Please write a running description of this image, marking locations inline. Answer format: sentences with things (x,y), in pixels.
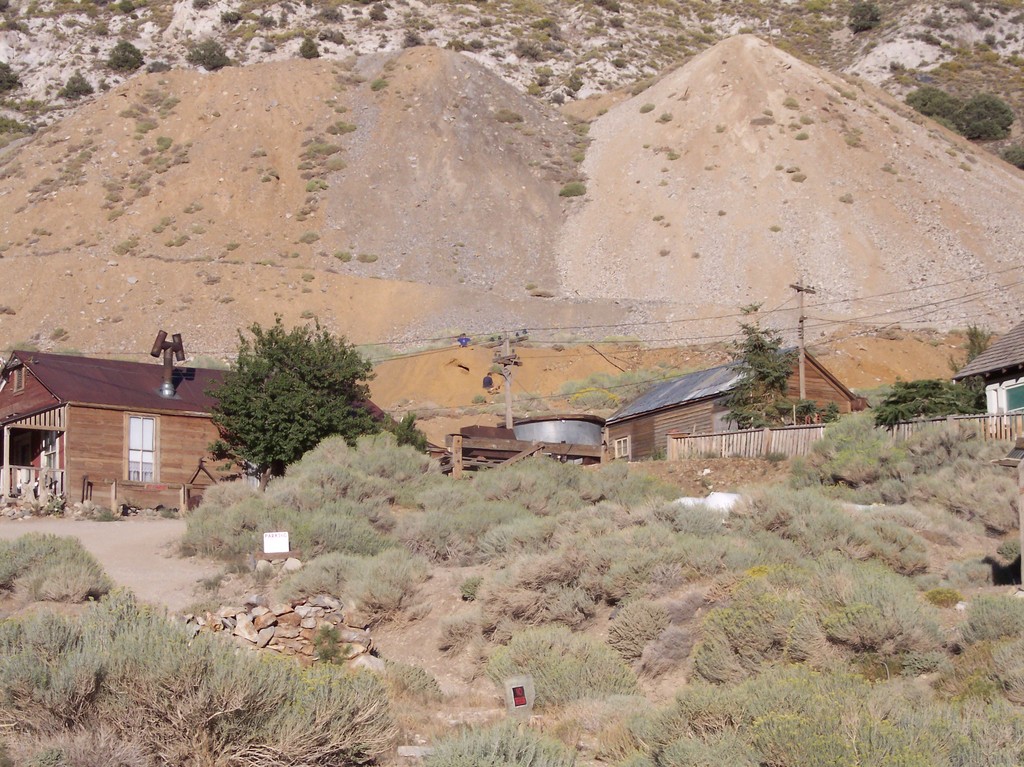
In this image we can see plants (805,589), fence (993,427), poles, houses (805,387), trees (927,407), stones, and objects (1004,465). In the background (477,83) we can see mountains (452,139).
